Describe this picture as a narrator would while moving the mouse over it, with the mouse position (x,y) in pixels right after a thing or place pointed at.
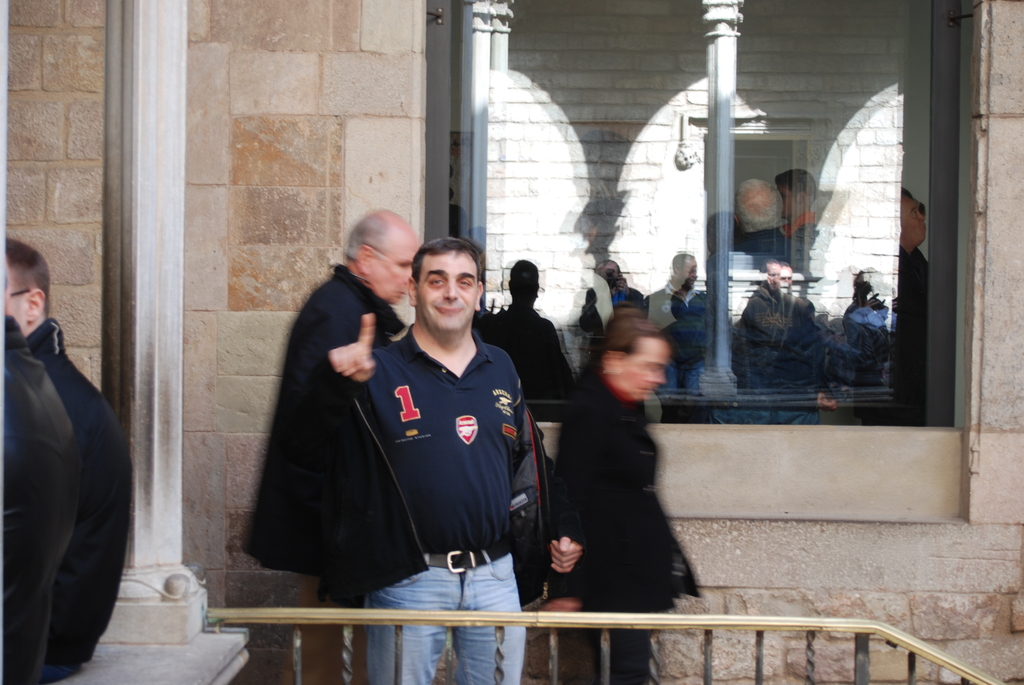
Here men (321,439) are standing, this is wall (298,187) and a window (784,212).
